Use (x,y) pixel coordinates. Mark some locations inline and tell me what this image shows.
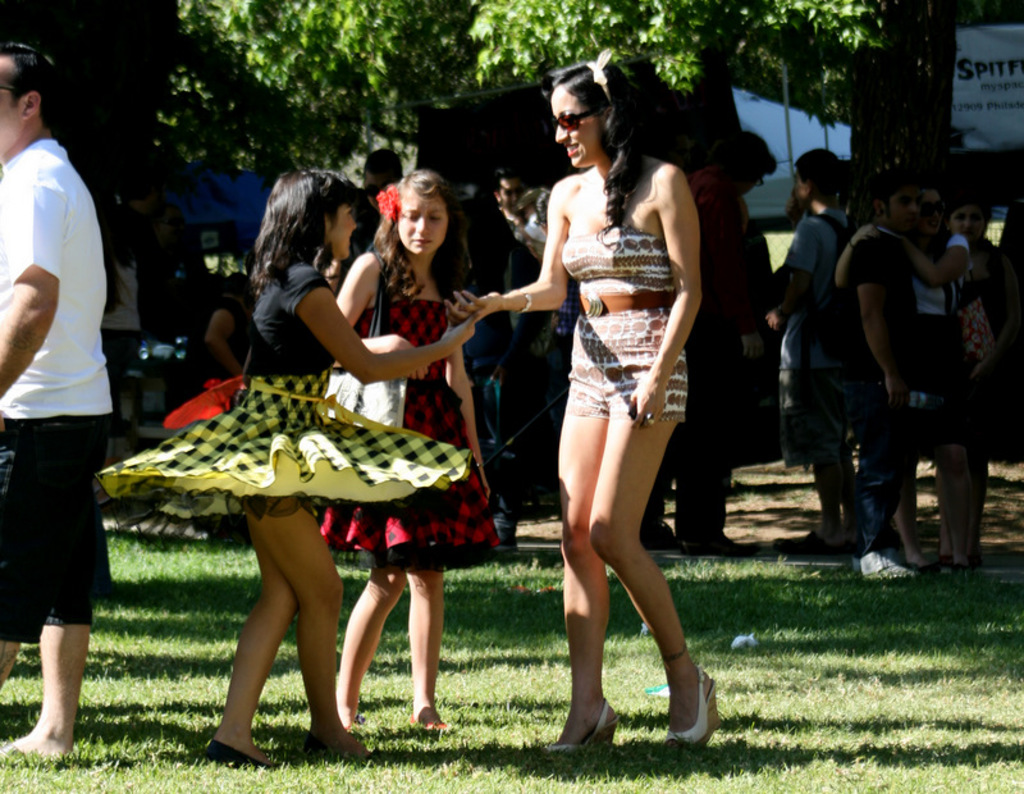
In this image we can see a few people (918,323). In the foreground (614,143) we can see two women (638,138) smiling. Here we can see the grass (831,663). In the background (337,117), we can see the trees (107,2).
